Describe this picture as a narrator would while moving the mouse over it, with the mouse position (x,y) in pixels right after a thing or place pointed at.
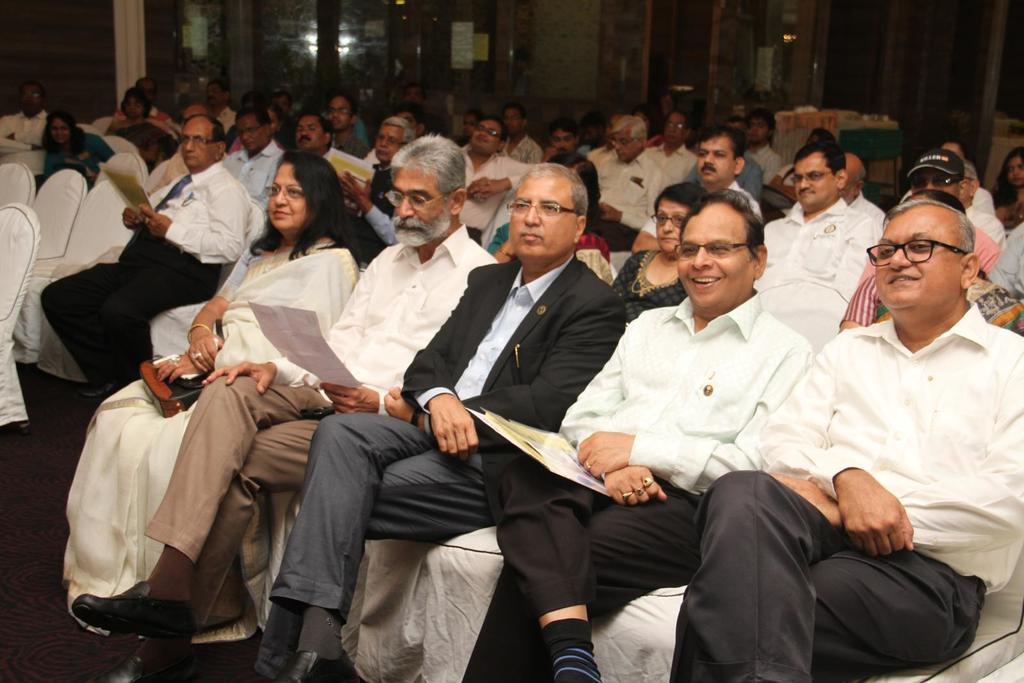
In this image we can able to see few persons (575,298) are sitting on chairs (90,234) in a room (57,259), and some of them are holding papers (131,183).
